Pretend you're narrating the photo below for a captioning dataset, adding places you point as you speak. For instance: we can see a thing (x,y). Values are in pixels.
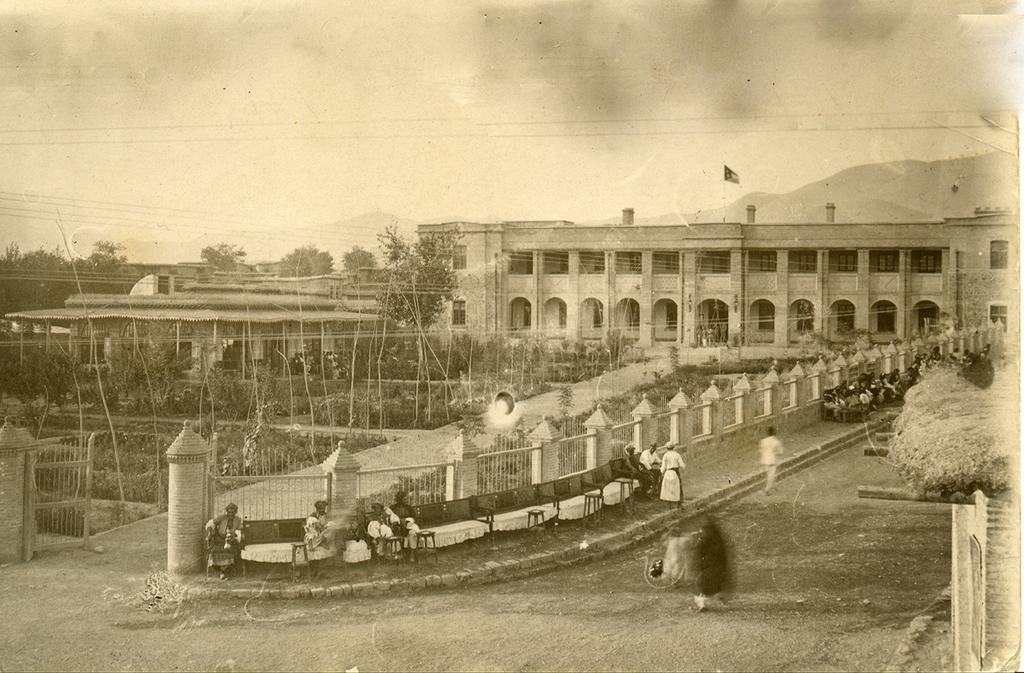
In this image I can see few people (629,444) over here. In the background (848,330) I can see a building (632,209), a flag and number of trees (251,429).
